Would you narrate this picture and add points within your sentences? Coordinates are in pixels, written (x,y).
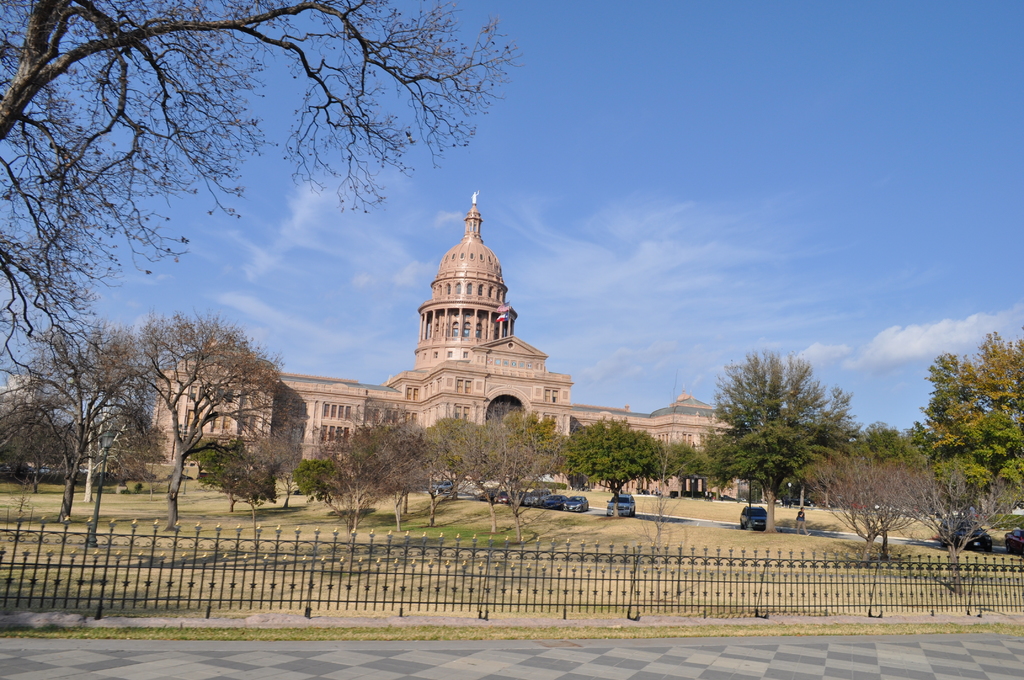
In this image we can see a building (481,400), in front of the building (519,401) we can see the cars (626,497) parked and a person (802,517) walking on the ground (841,533). And there are trees (260,447), grass (484,546), fence (801,613) and sky (698,204) in the background (695,171).
